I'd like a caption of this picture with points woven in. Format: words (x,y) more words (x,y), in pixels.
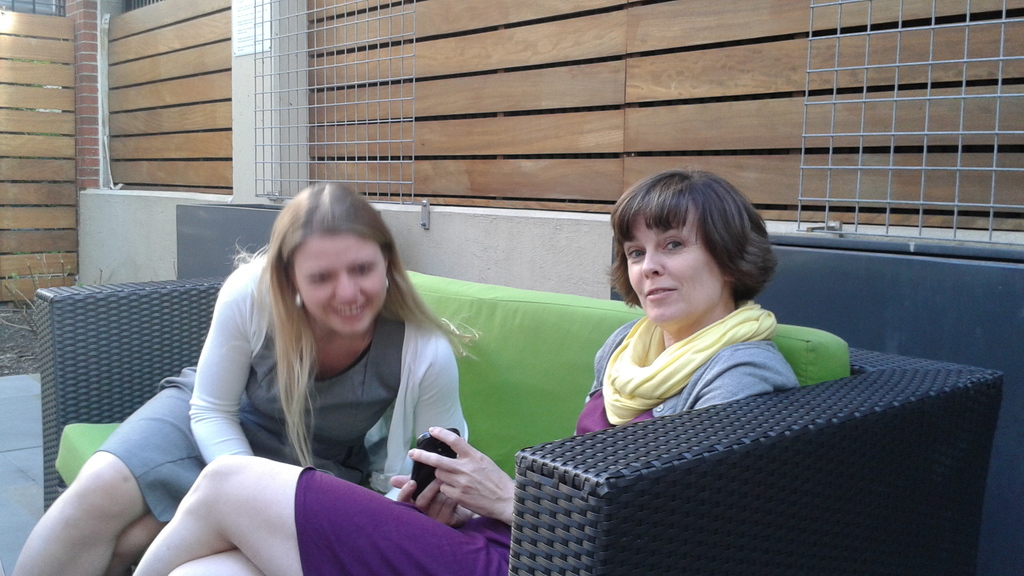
In this picture I can observe two women (291,410) sitting in the sofa (566,380). Both of them are smiling. The sofa (515,423) is in black color. In the background (550,54) I can observe wooden wall (432,92).
